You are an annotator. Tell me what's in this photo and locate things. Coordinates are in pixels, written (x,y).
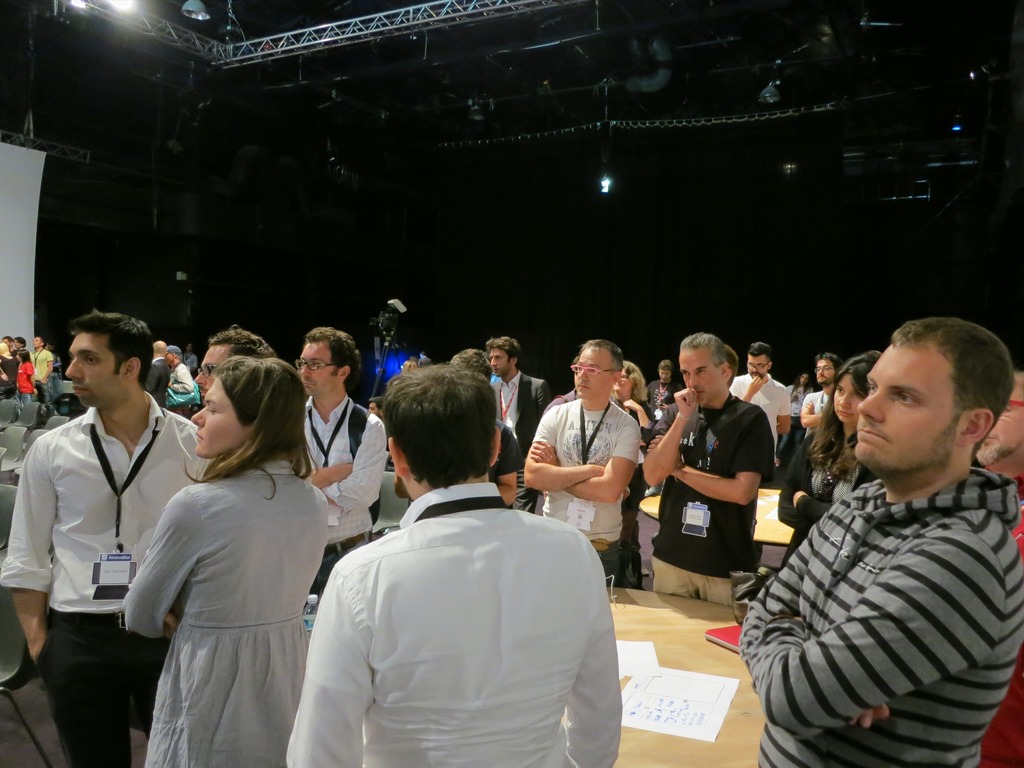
Here in this picture, we can see number of people (101,371) standing over a place and most of them are wearing ID cards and in the middle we can see tables (764,504) present on the floor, on which we can see papers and books (719,632) present and above them we can see an iron frame (227,43) present and we can see lights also present.
